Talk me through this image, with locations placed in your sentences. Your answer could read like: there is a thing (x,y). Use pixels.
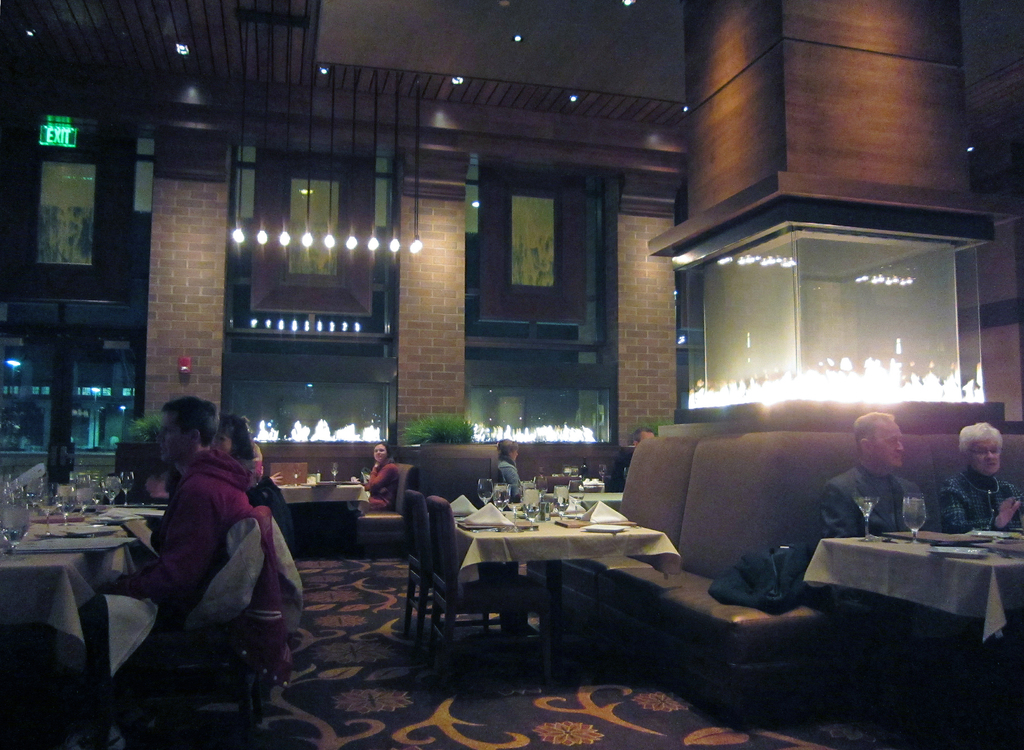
There is a restaurant (682,517) with chairs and tables (590,555) and so many glasses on table (561,537) with napkins (609,519). Above that there are lights (415,244) hanging on a row.
